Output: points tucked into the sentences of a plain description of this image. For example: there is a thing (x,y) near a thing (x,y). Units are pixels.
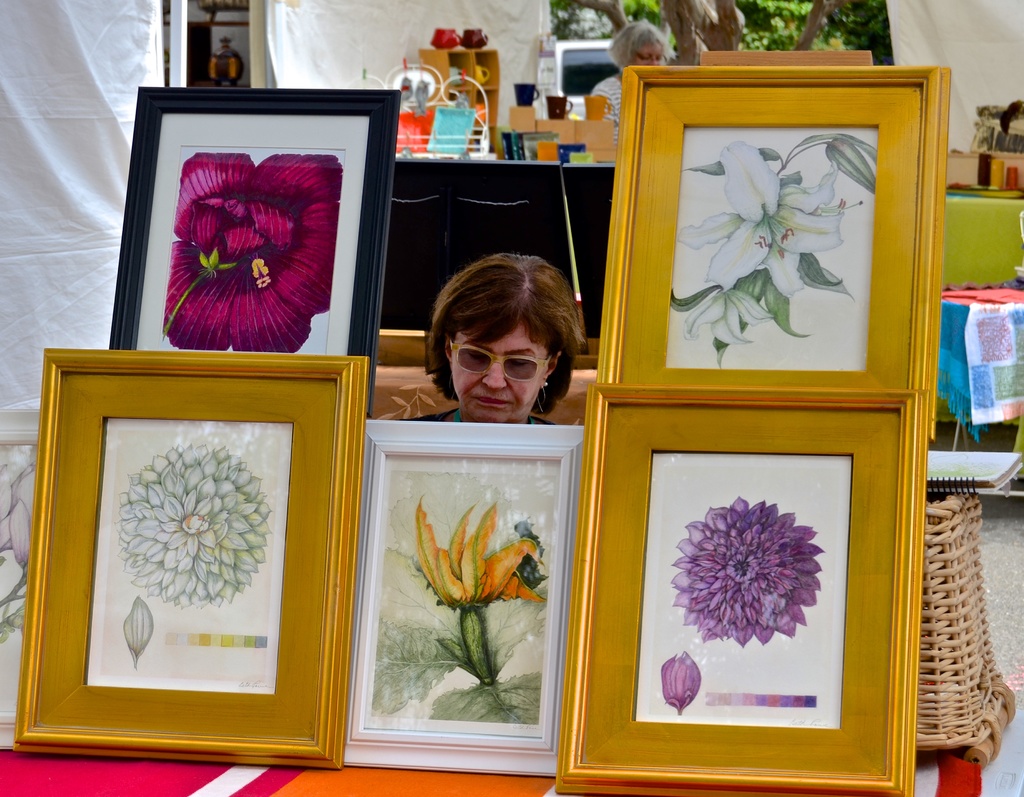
In this image in the front (388,447) there are frames (292,411). In the center (485,378) there is a woman (493,347) and in the background (524,70) there are curtains (327,41) which are white in colour and there are objects (550,122), there are trees (736,40) and there is a car (578,71).
